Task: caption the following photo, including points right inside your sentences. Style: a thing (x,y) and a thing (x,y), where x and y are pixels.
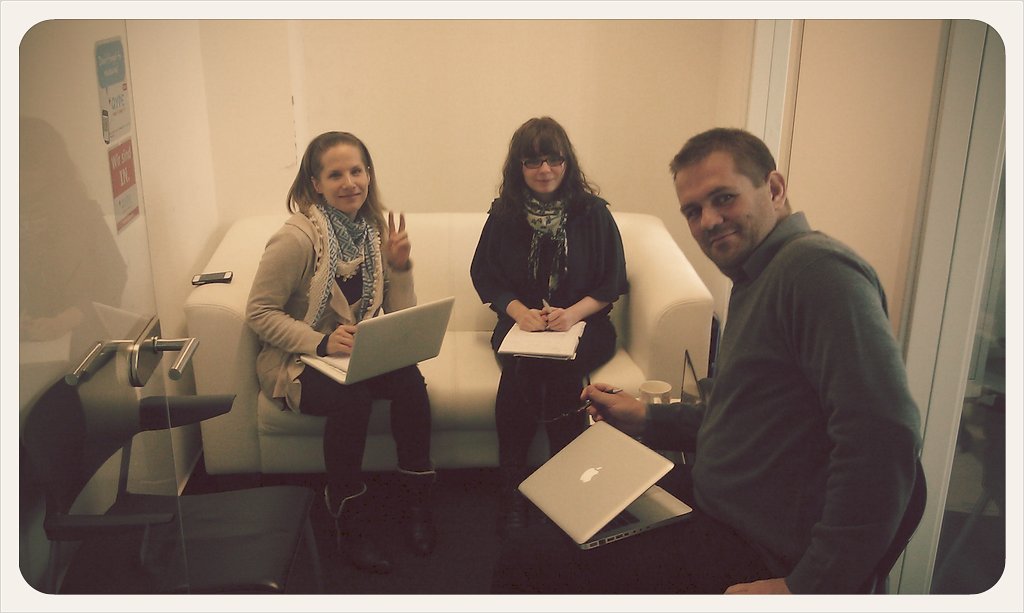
In the image there are three people (369,271), two women (338,310) were sitting on the sofa (468,400) and the third person (708,468) is sitting on a chair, they are holding laptops (624,520) on their lap (623,553) and posing for the photo. Behind them in the background (440,75) there is a wall (311,108).
